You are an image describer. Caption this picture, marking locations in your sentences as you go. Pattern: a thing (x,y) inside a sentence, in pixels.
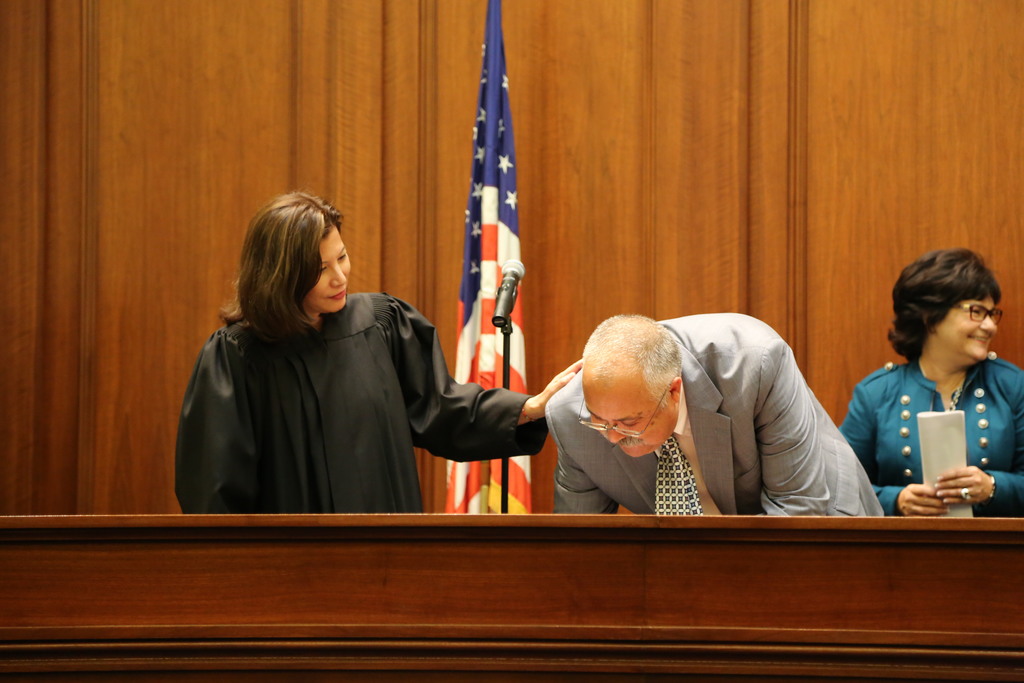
In this picture we can see three people (911,354), mic (513,270), flag (514,254), wooden objects (542,147) and a woman (933,268) wore spectacles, holding a paper (951,417) with her hands (983,484) and smiling.
